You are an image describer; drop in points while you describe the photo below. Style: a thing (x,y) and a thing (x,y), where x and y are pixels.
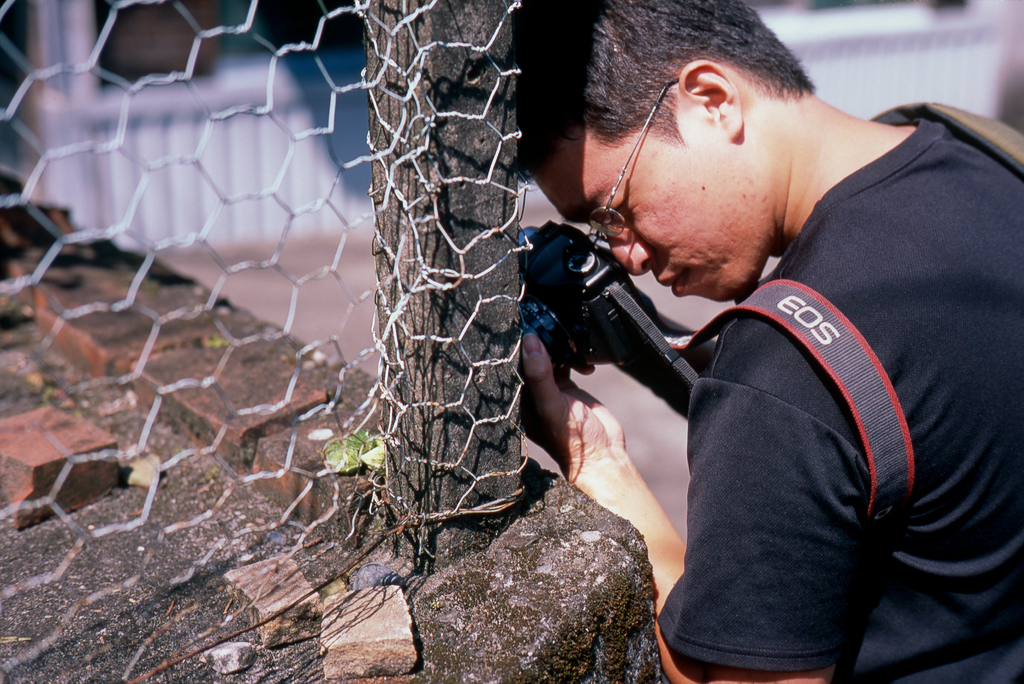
This image consists of a fence (194,384) and a person (806,102) on the right side (789,472). He is holding a camera (596,256). He is wearing specs (607,227). He is wearing black dress (817,472).
